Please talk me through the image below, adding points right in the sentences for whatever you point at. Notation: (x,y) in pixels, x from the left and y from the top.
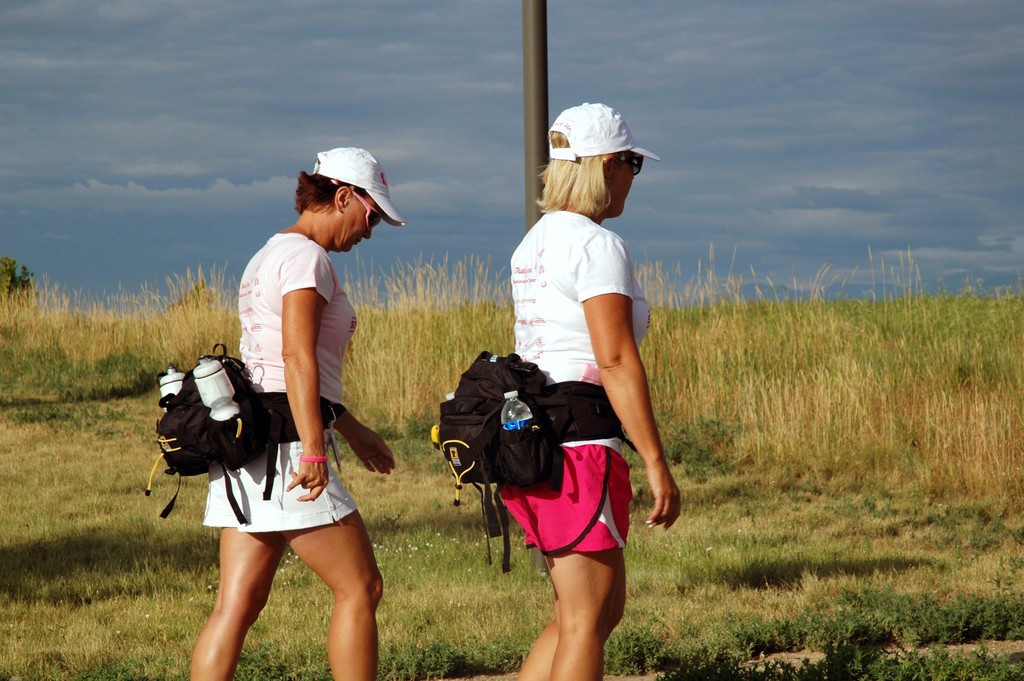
In this picture I can see couple of them (613,375) wore waist bags (467,436) and I can see water bottles (225,411) and they wore caps (368,157) on their heads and I can see grass (816,420) on the ground (716,460) and a blue cloudy sky (24,105) and I can see a tree (25,284) on the left side (12,273) and a pole (527,146).
